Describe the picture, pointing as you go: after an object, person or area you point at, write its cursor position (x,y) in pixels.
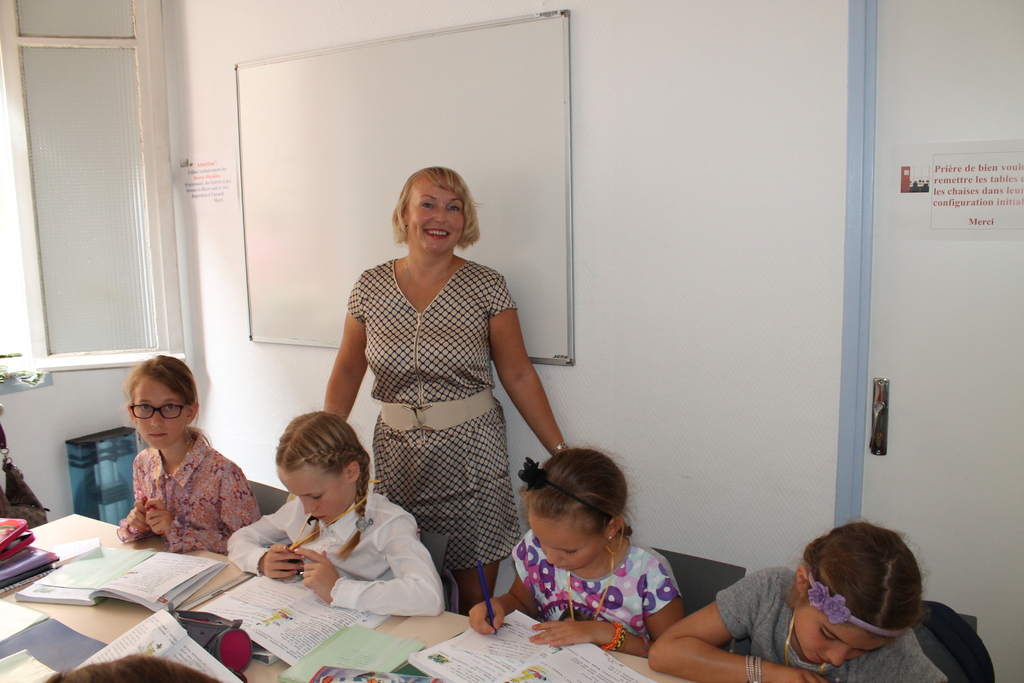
There are four kids (602,578) sitting in chair (690,593) and there is a table (359,625) in front of them which has books (245,594) on it and there is a woman (440,349) standing behind them.
